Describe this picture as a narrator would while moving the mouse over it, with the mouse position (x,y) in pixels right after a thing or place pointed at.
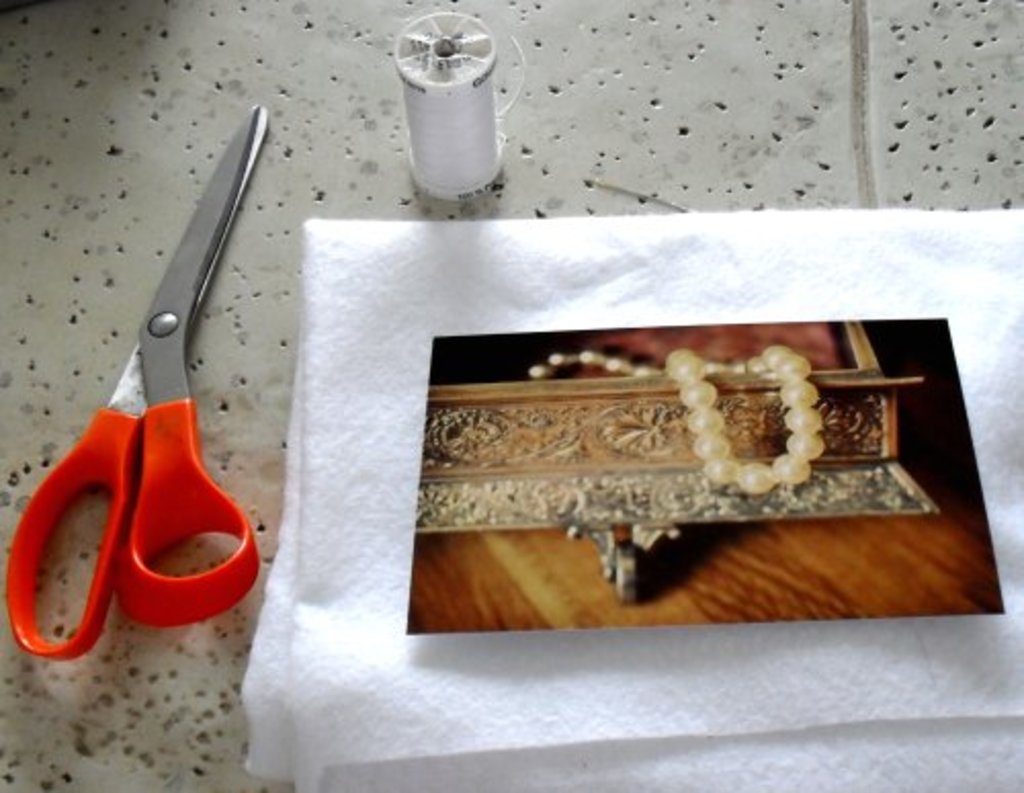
On the table (144,156) I can see the scissor (163,432), tissue paper (374,651), photo (713,488) and thread (519,50). In that photo (525,377) I can see the box (572,433) and wooden table (716,532).
